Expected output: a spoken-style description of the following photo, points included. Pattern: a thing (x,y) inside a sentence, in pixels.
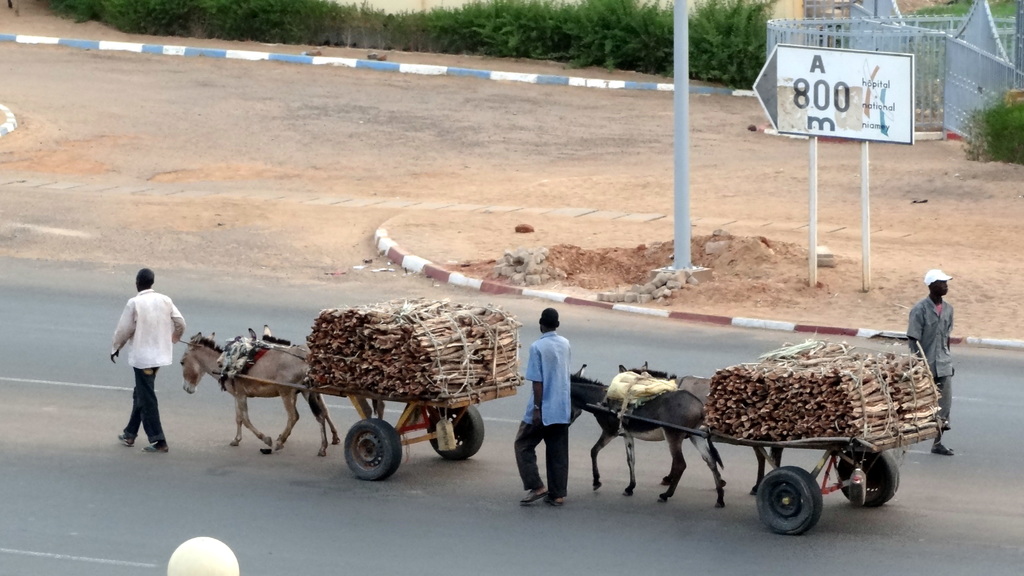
In this image in the center (554,356) there are four donkeys (674,395) and some vehicles (412,410), on the vehicles (737,440) there are some wooden sticks (780,417) and there are three persons (950,364) who are walking. In the background (315,89) there is sand (185,109) and some plants (703,33), boards (808,79) and railing (925,50). At the bottom (217,459) there is a road (362,510).
